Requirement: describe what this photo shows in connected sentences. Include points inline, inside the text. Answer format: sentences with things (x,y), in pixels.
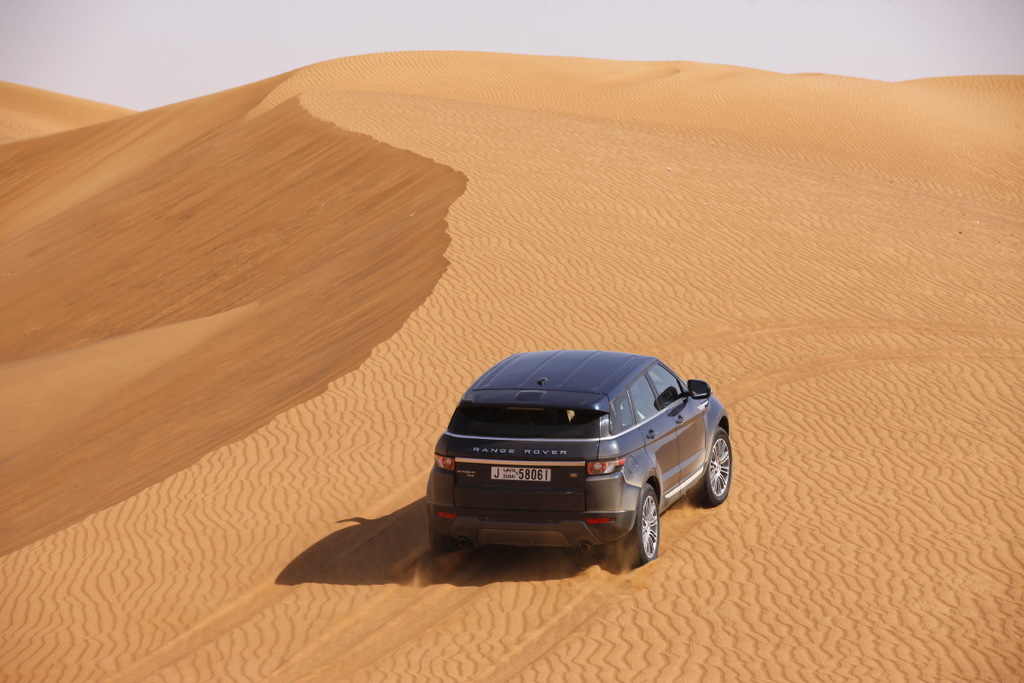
In this picture we can see a car (615,527) on the sand (412,543). In the background of the image (698,33) we can see the sky (760,34).
